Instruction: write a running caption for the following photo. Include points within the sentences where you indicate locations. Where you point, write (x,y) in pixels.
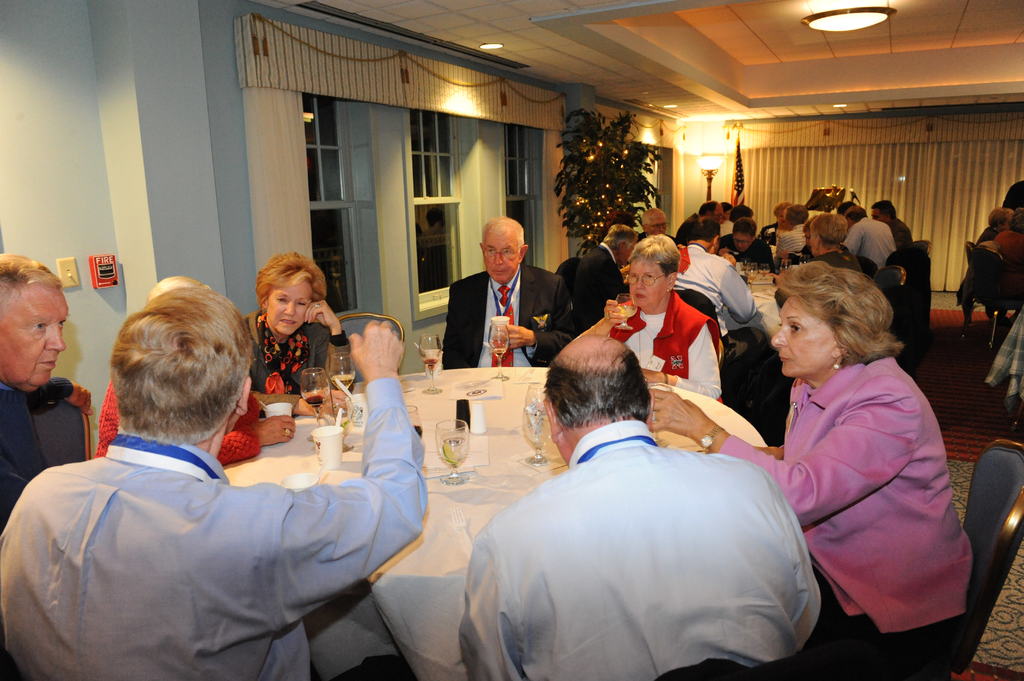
In the picture we can see a hall (1017,595) with a round table (434,600) and around it we can see some people (921,600) are sitting on the chairs (938,680) and some are talking to each other and on the table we can see some glasses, cups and behind them also we can see some people (603,274) are sitting on the chairs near the table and in the background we can see wall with windows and near it we can see a tree (615,132) which is decorated with lights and to the ceiling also we can see a light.
